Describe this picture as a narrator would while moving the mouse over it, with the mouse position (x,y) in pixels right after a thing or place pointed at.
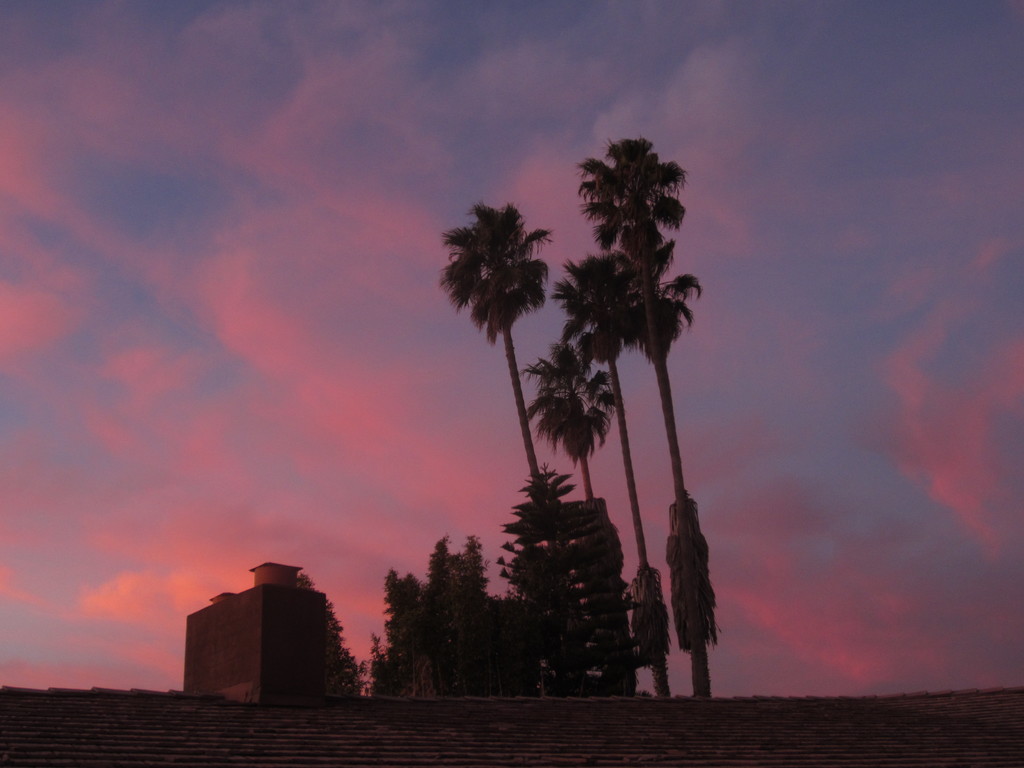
In this picture we can see the wall (483,727), building (272,696), trees (329,663) and in the background (368,344) we can see the sky (397,255) with clouds (104,386).
